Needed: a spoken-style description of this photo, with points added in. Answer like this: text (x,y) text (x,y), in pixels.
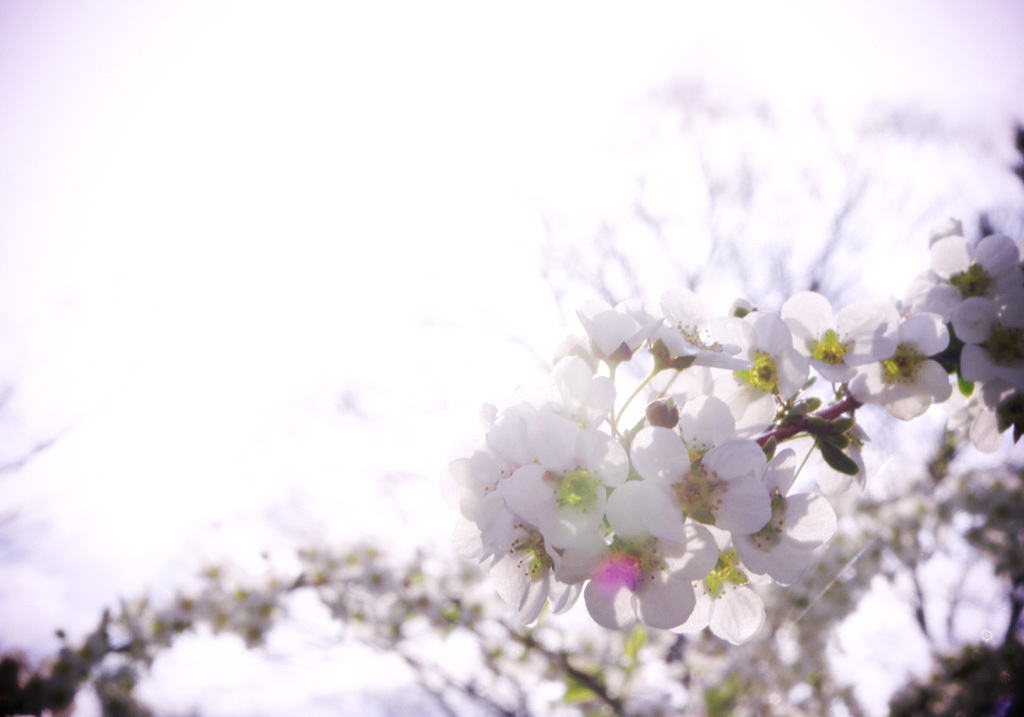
In this image we can see some flowers (659,482) and buds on the plants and the background (360,276) is blurred.
